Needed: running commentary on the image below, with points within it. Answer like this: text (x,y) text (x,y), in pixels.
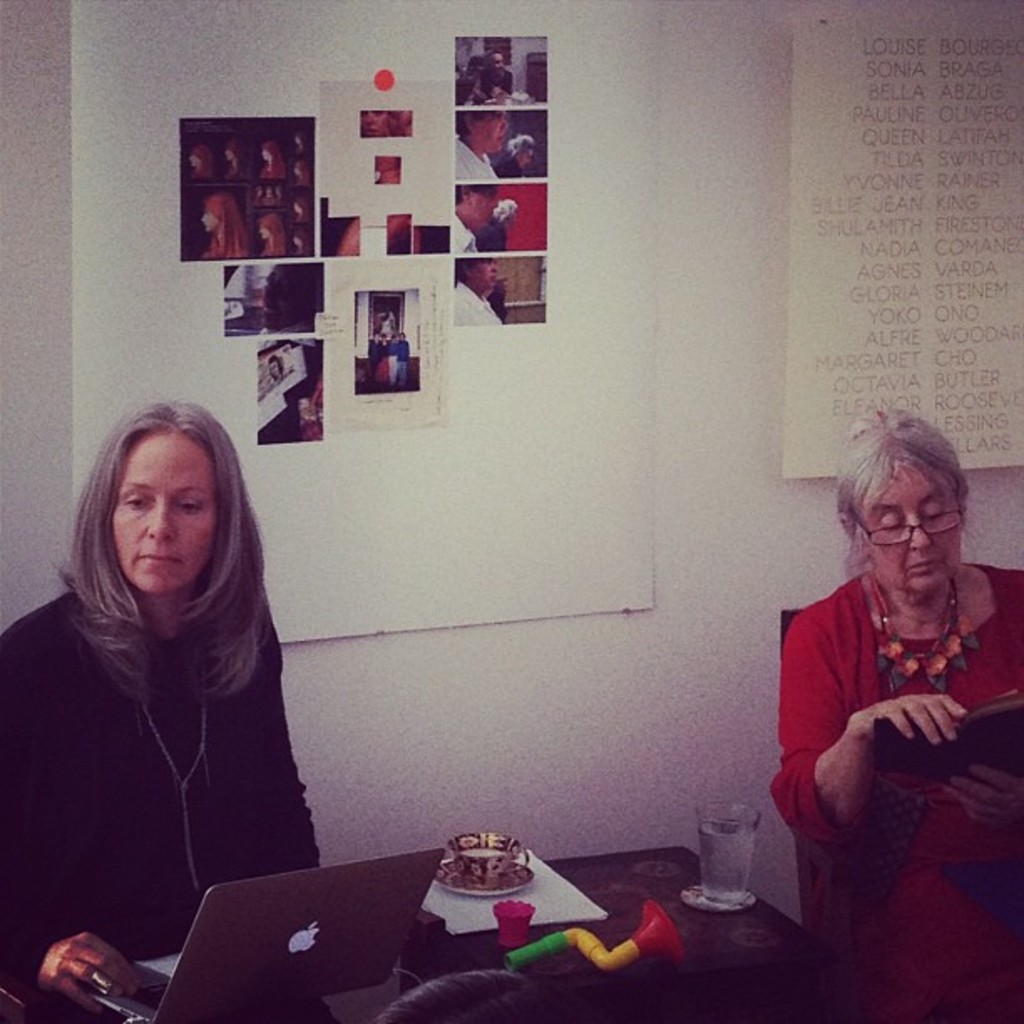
In this Image I see 2 women (913,441) who are sitting and this woman (977,581) is holding a book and this woman (165,680) is in front of a laptop (162,1007) and there is a glass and other few things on this table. In the background (113,347) I see few pictures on the notice board (301,5).
